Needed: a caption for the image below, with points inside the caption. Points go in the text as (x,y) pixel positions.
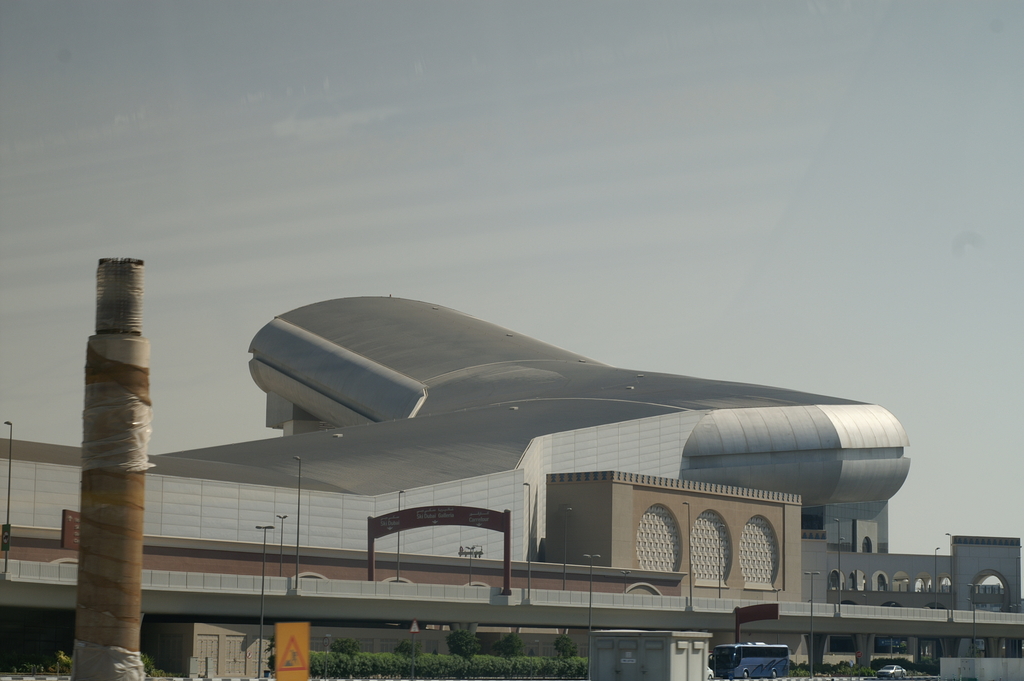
In this image at the bottom (561,665) we can see vehicles (735,659) on the road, plants (274,667), sign board (296,676), street lights (259,665) and objects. In the background (405,598) we can see an arch (448,515) on the bridge (407,585), buildings (496,447), street lights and clouds (719,288) in the sky (33,420).
